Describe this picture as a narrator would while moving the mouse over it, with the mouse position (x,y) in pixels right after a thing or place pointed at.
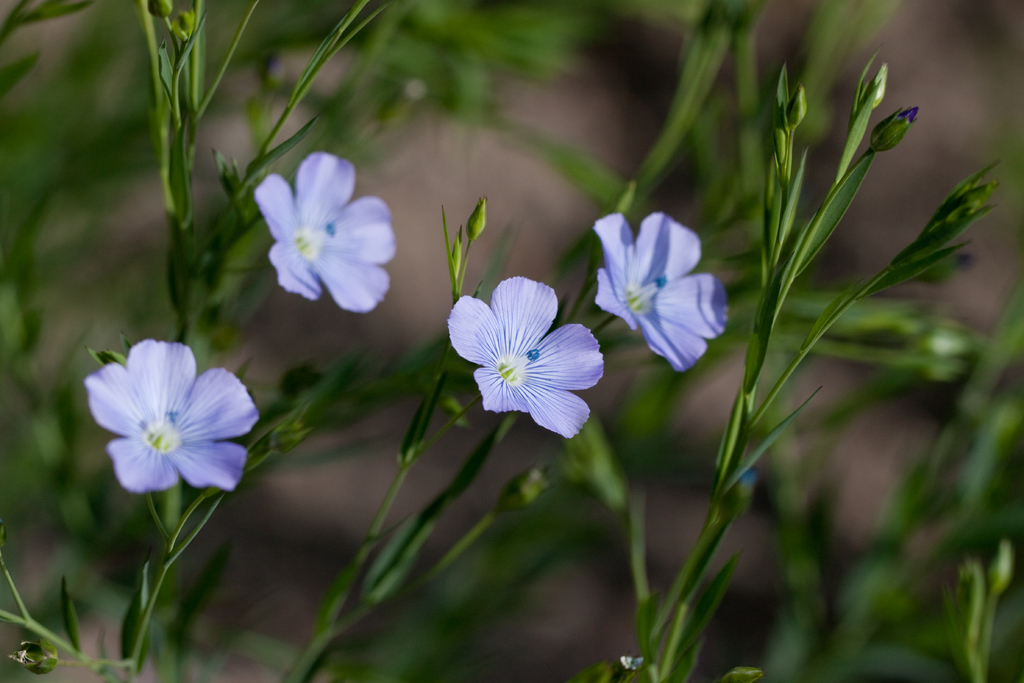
In the picture we can see some plants (903,606) with flowers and flower buds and the flowers (236,448) are light violet in color.
